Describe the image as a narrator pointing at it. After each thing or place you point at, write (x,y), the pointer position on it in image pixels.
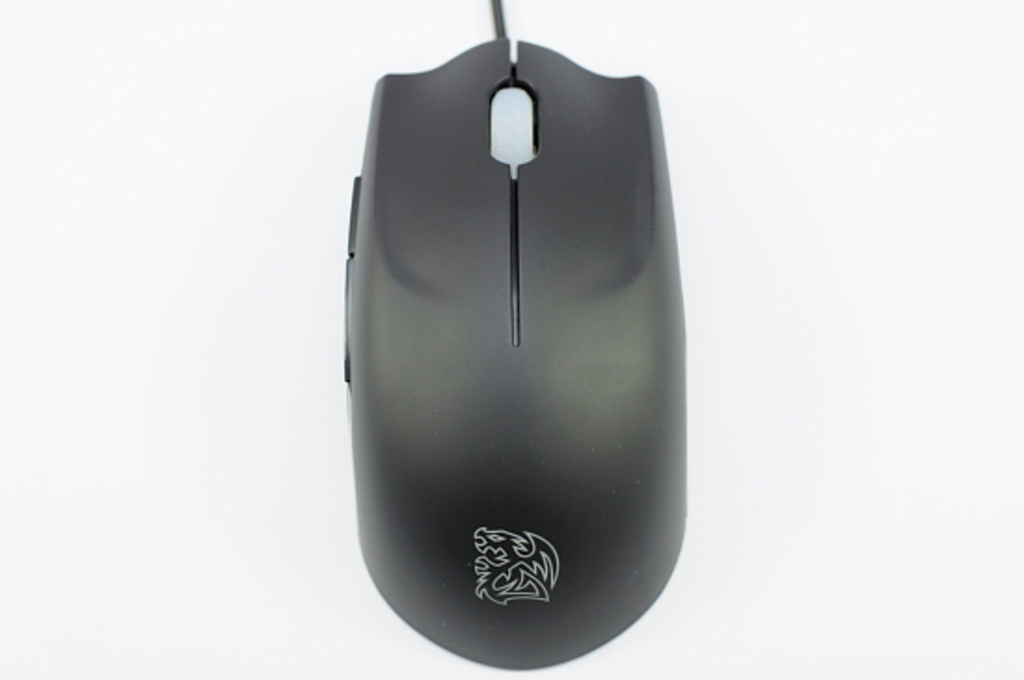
In this image we can see a mouse (463,441) placed on the surface (346,416).
